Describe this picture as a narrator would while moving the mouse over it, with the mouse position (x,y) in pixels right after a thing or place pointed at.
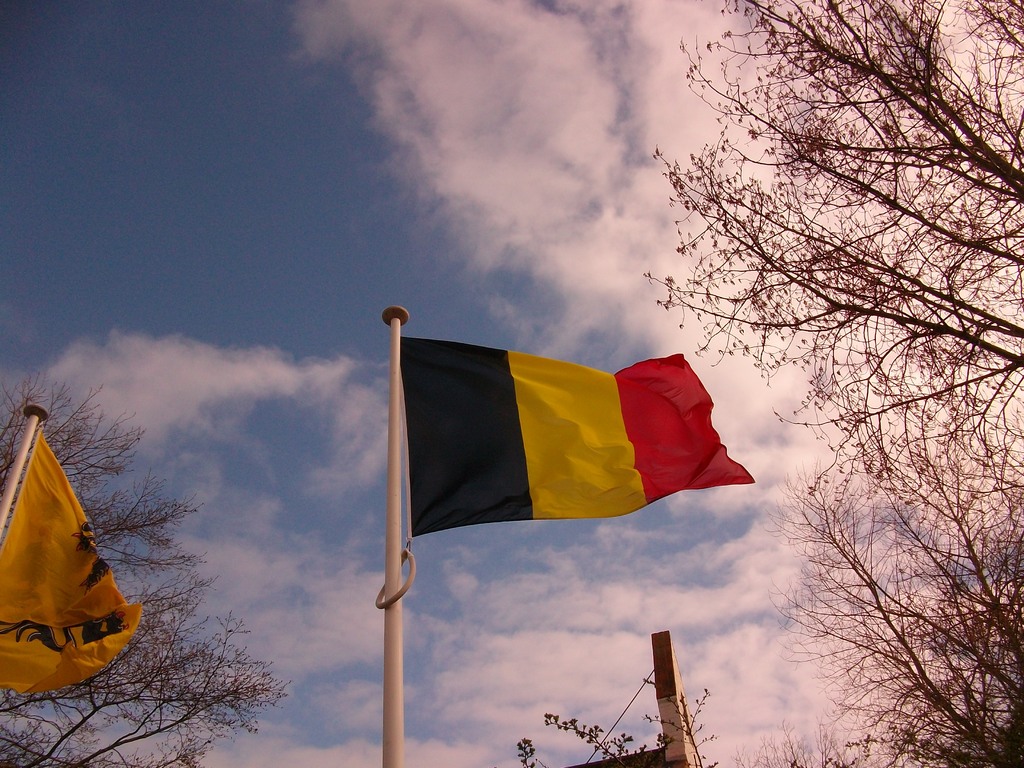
In this picture we can see two flags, here we can see trees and an object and in the background (630,619) we can see sky (734,553) with clouds (774,538).
